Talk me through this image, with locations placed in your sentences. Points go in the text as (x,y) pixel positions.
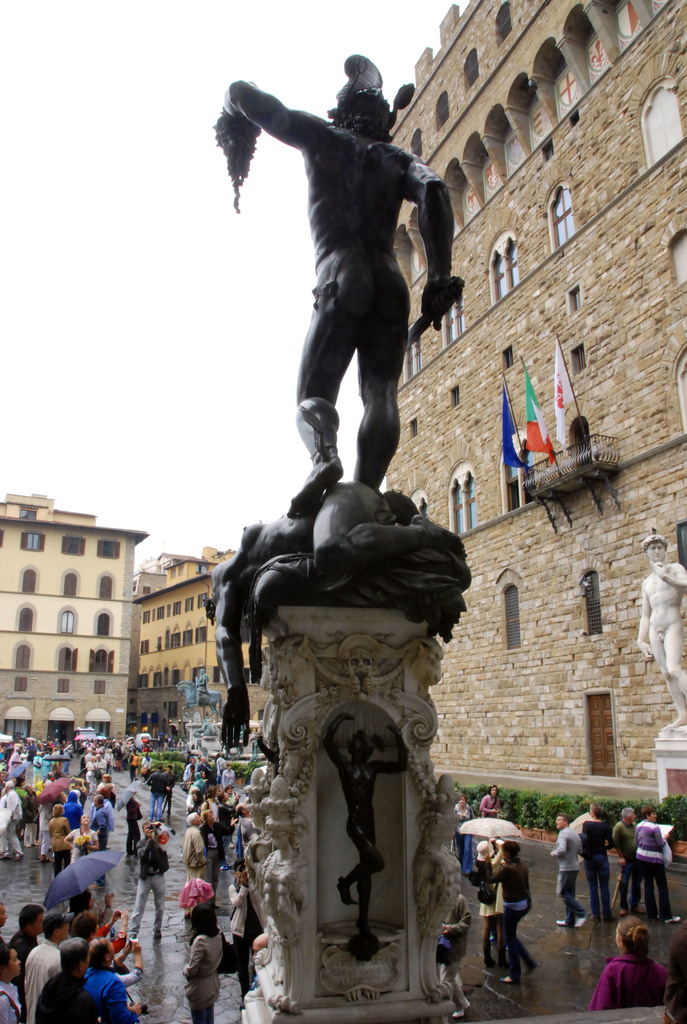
In this image, we can see few statues (356,843), sculptures (679,629), buildings (54,723) with walls (630,419) and windows (467,523). Here we can see few flags (529,447), a group of people (651,886). Here there are few umbrellas (81,869). Background (88,406) there is a sky (134,364).
